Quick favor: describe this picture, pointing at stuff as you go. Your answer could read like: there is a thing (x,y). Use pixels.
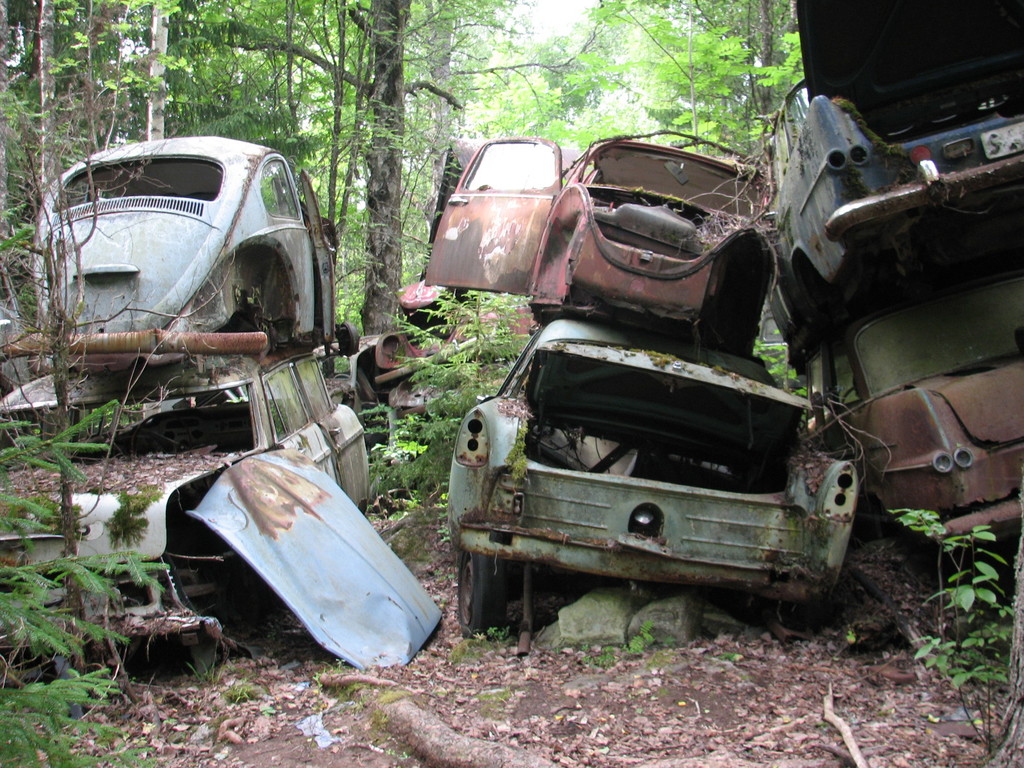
This image consists of vehicles (523,423) on the ground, trees (434,381) and the sky (594,96). This image might be taken during a day.
